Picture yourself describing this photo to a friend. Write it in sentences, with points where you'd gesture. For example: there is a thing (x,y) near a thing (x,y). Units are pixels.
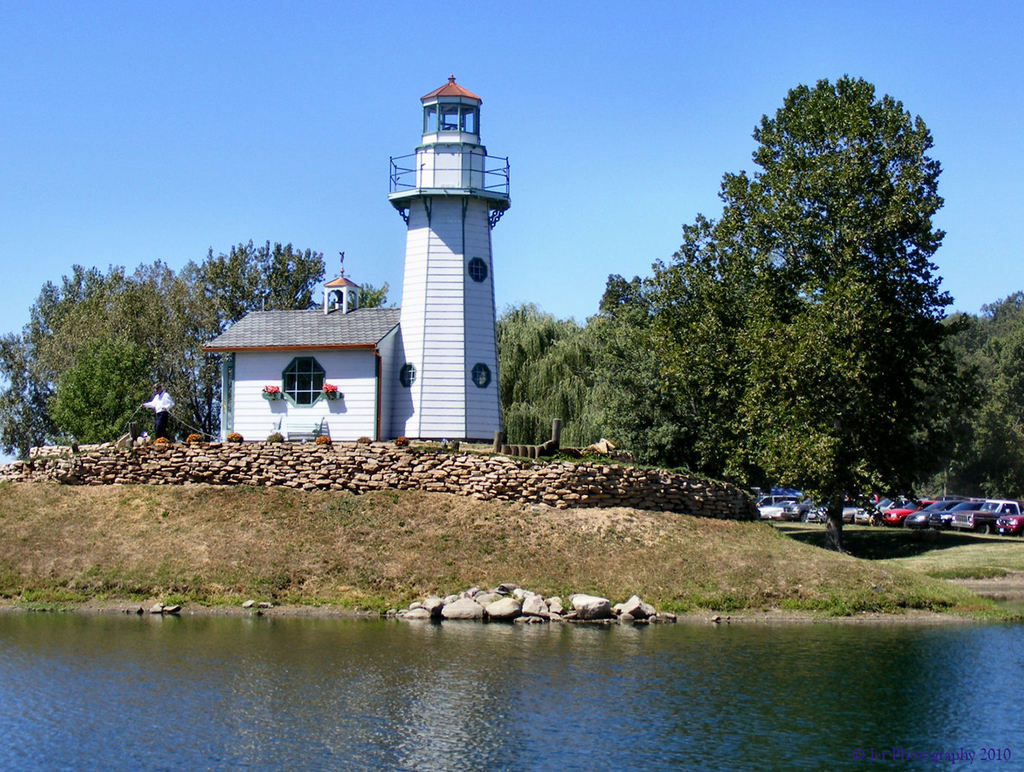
In this image I can see the water (561,639), few rocks (550,617), the wall (403,479) which is made up of rocks (427,471) and a building (439,404) which is white in color. I can see a person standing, few trees (202,381), few vehicles (1007,526) and the sky (627,139) in the background (629,114).
